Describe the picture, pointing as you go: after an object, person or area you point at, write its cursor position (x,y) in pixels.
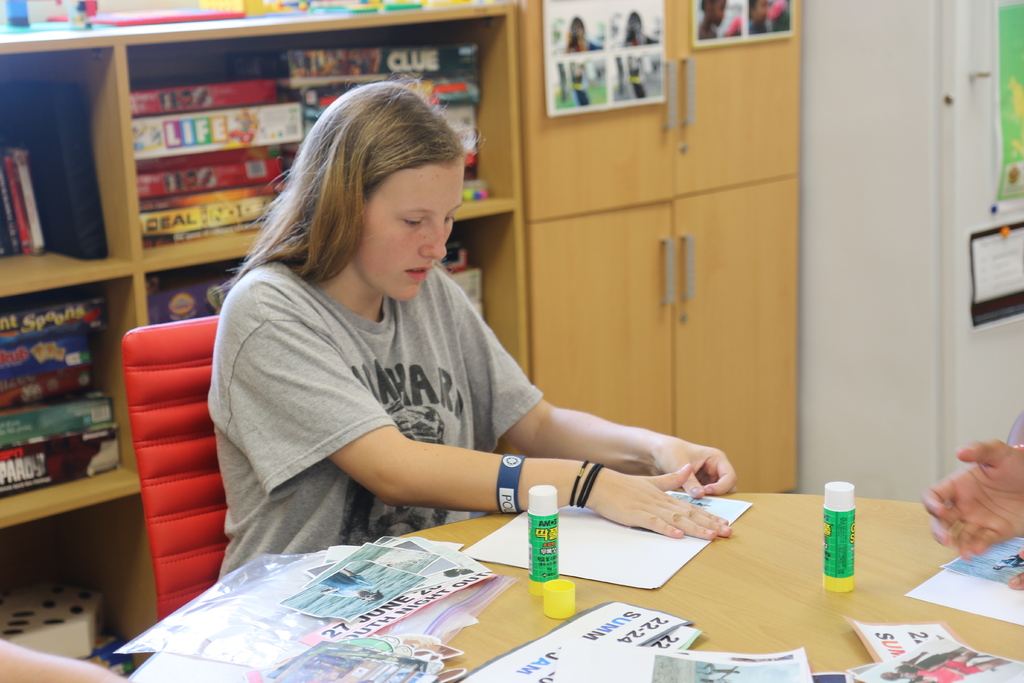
In this image there is a woman (257,422) sitting on a chair (174,431). In front of her there is a table (524,621). There are papers (674,637) and glue sticks (536,544) on the table (587,590). Behind her there are cupboards (568,200). There are boxes (177,105) in the cupboards (89,266). There are pictures (656,42) sticked on the walls (680,28) of the cupboard (685,14). To the right (910,25) there is a wall (910,25). In the bottom right (969,490) there is a hand (967,504) of a person (954,502).
